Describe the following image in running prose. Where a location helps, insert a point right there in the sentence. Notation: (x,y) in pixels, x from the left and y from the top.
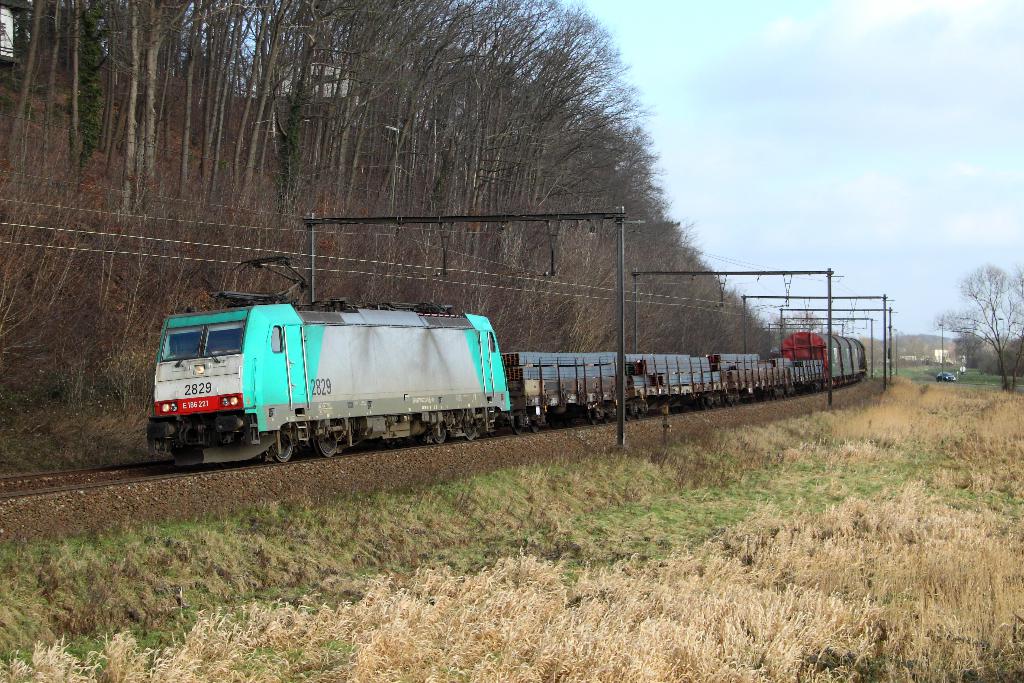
This image consists of a train (453,398). At the bottom (90,476), there is a track (122,483). To the right (803,566), there is dry grass (713,550) on the ground (744,497). To the left (238,199), there are trees (496,118). In the middle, there are poles (351,219) to which wires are fixed. At the top (799,51), there are clouds (887,72) in the sky (799,257).
